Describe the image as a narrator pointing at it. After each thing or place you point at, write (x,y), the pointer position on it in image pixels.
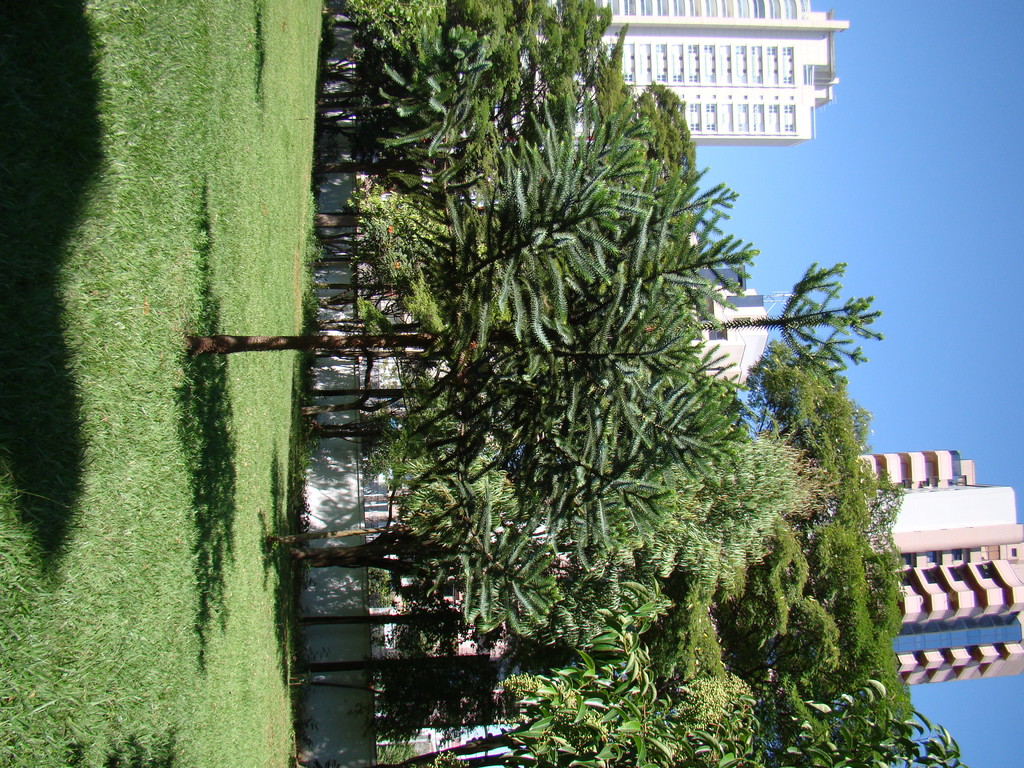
In this image we can see grass (170,566) on the ground (262,510). Also there are trees (381,291). In the back (681,63) there are buildings (943,584) and there is sky (885,229).
